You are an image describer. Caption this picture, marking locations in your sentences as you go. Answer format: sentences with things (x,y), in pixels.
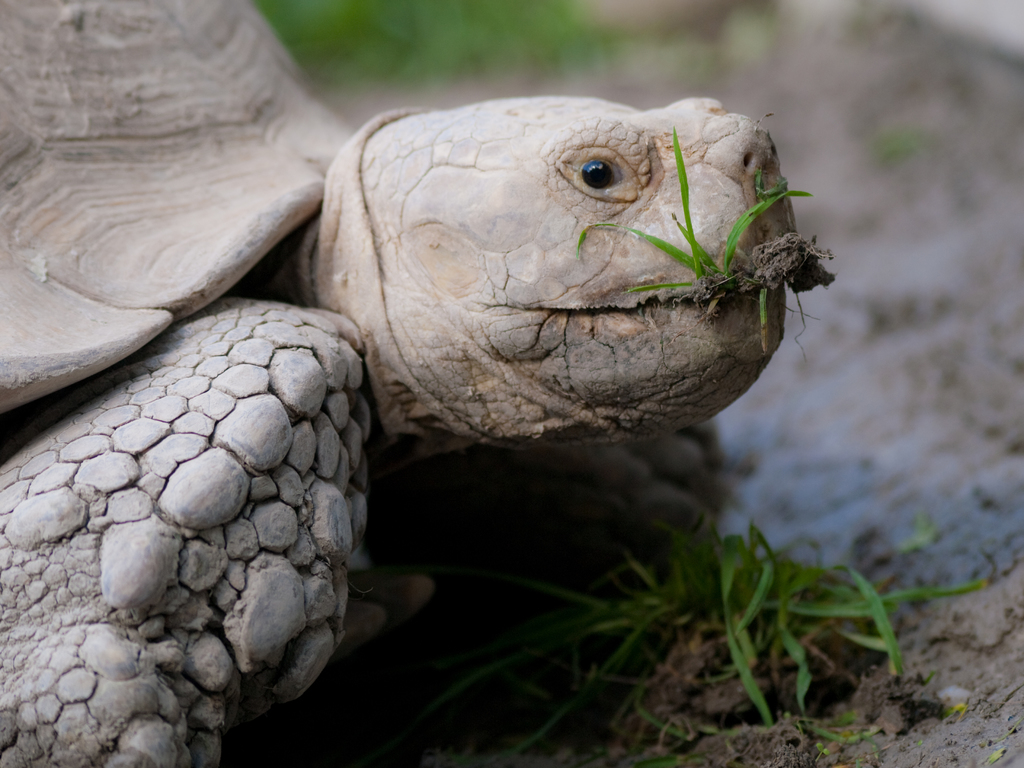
In this image we can see tortoise (281,377). Also there is grass (696,612). In the background (867,140) it is blur.
